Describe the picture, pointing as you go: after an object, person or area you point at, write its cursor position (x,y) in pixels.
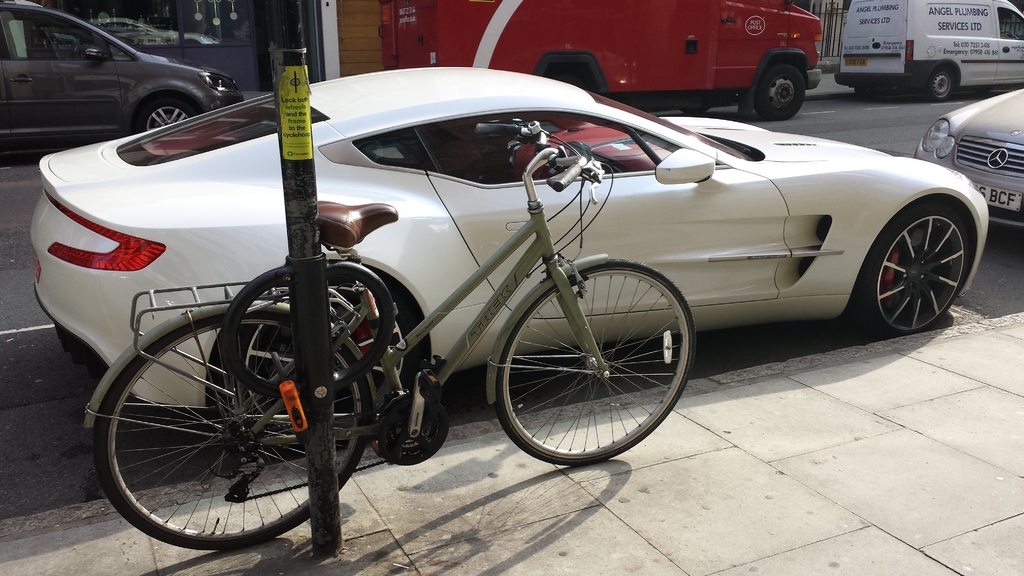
In this image in the front (282,53) there is a pole (293,347). In the center (343,227) there is a bicycle (486,329). In the background (510,226) there are cars (801,188) and there are buildings (336,46).
